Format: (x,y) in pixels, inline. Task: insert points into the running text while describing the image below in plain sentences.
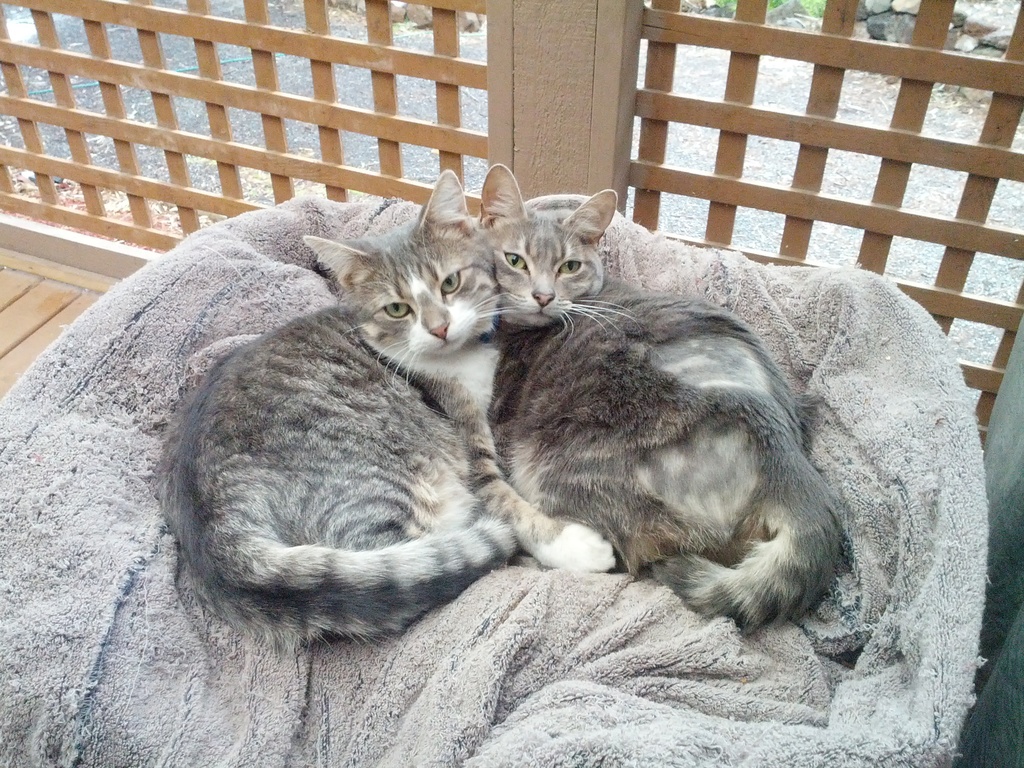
In this image, we can see cats (625,399) on bed (483,706). There are wooden grills (415,119) at the top of the image (409,63).
